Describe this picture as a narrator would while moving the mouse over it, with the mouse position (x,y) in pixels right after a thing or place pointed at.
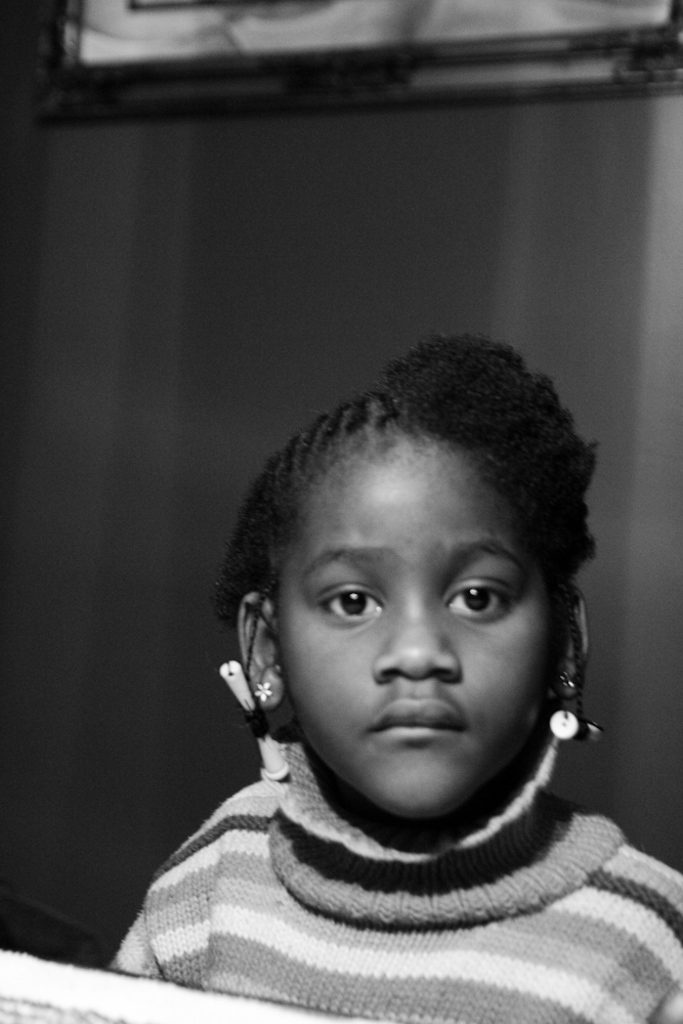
In this picture we can see a girl (294,577), some objects (267,749) and in the background (167,458) we can see a frame (285,101) on the wall (278,267).
